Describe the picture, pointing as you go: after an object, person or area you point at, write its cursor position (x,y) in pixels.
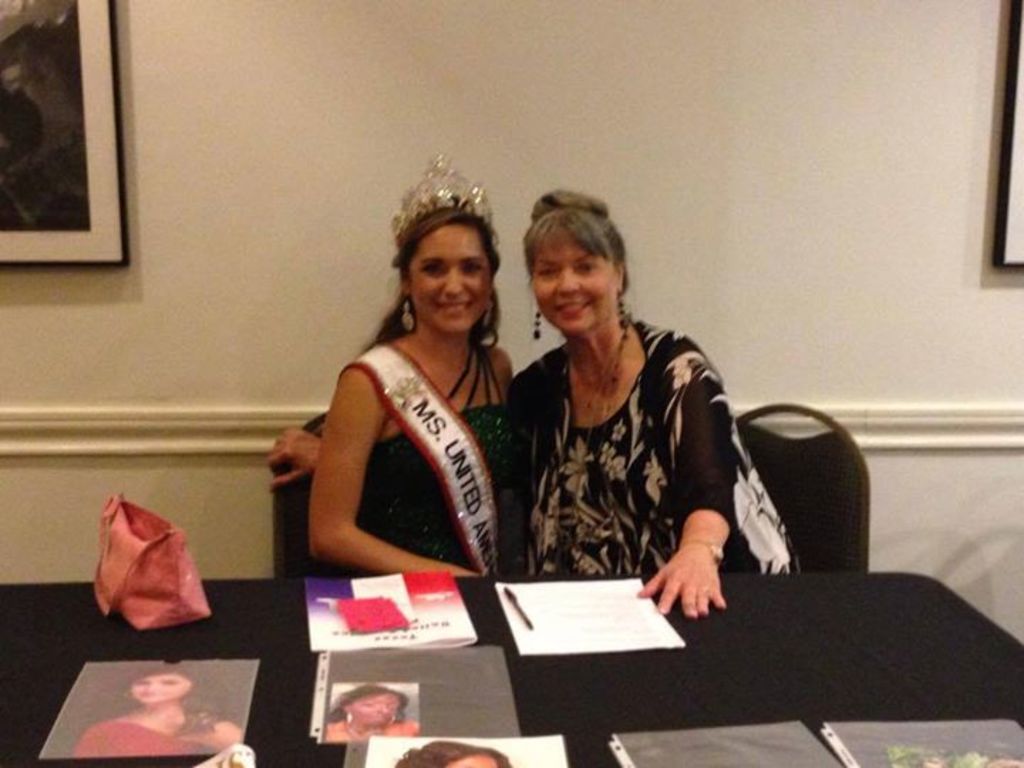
Here we can see two people (568,208) are sitting on the chair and smiling, and in front (644,679) here is the table (656,671) and papers (663,642) and some objects (358,695) on it, and at back (403,33) here is the wall (202,80) and photo frame (73,116) on it.
